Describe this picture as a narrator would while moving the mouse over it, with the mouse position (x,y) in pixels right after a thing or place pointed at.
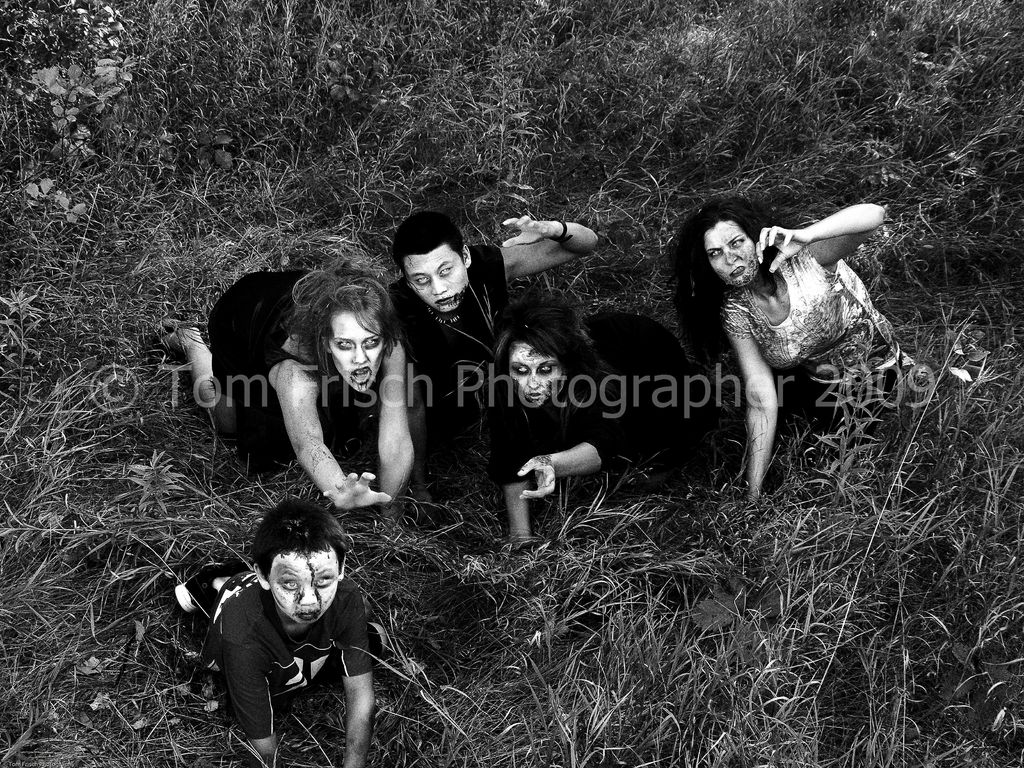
In the image we can see black and white picture of people (286,531) wearing clothes (452,408) and the grass (602,596). In the middle of the image (660,405) we can see watermark (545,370).
